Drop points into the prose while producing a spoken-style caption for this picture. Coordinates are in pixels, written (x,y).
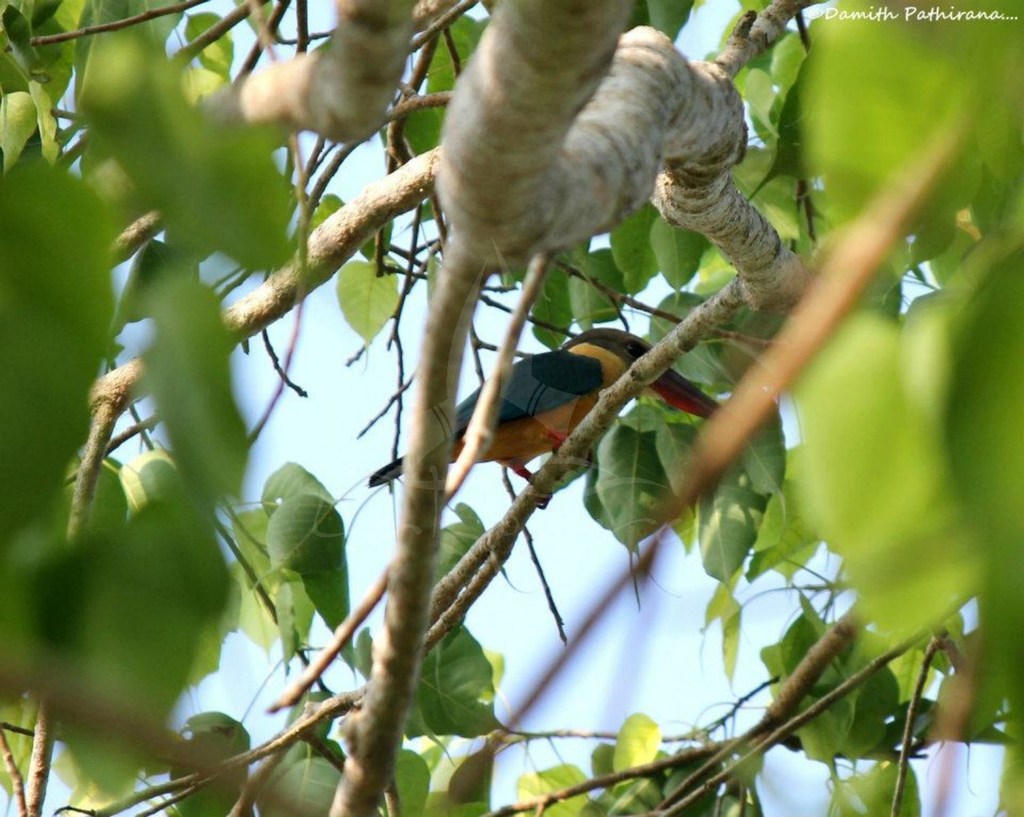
In this image we can see a bird (560,382) on the branches (587,448) of a tree (538,471) and sky (378,451).
